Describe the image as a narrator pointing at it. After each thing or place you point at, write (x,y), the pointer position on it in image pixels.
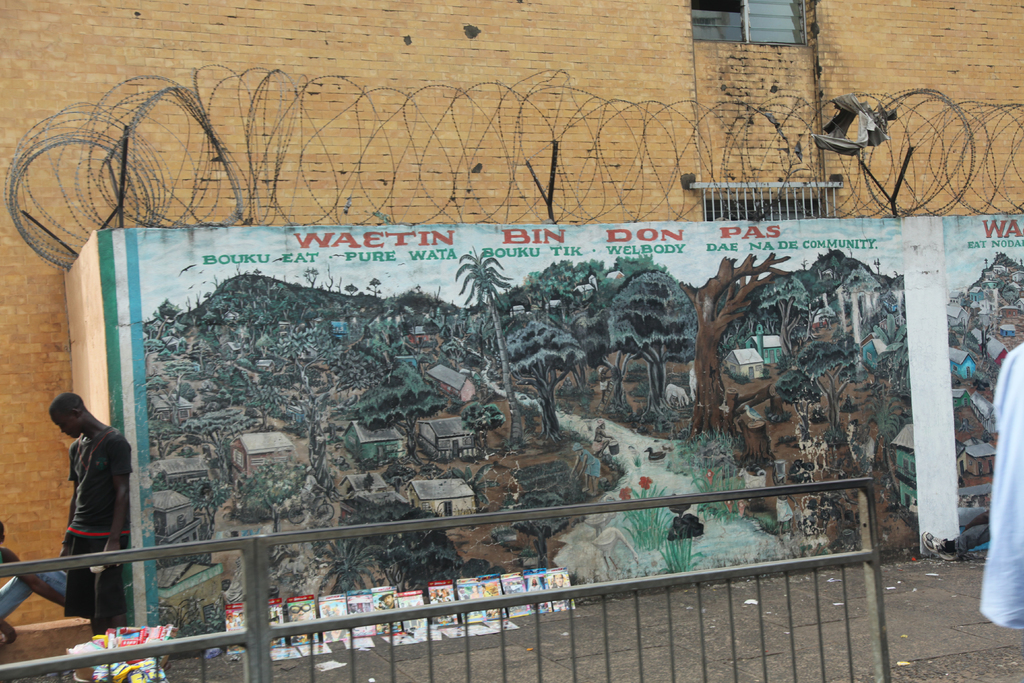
In this image we can see people (118,499) standing and sitting on the road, books (360,612), paintings (420,361) on the wall (601,362) and fences (343,623).
